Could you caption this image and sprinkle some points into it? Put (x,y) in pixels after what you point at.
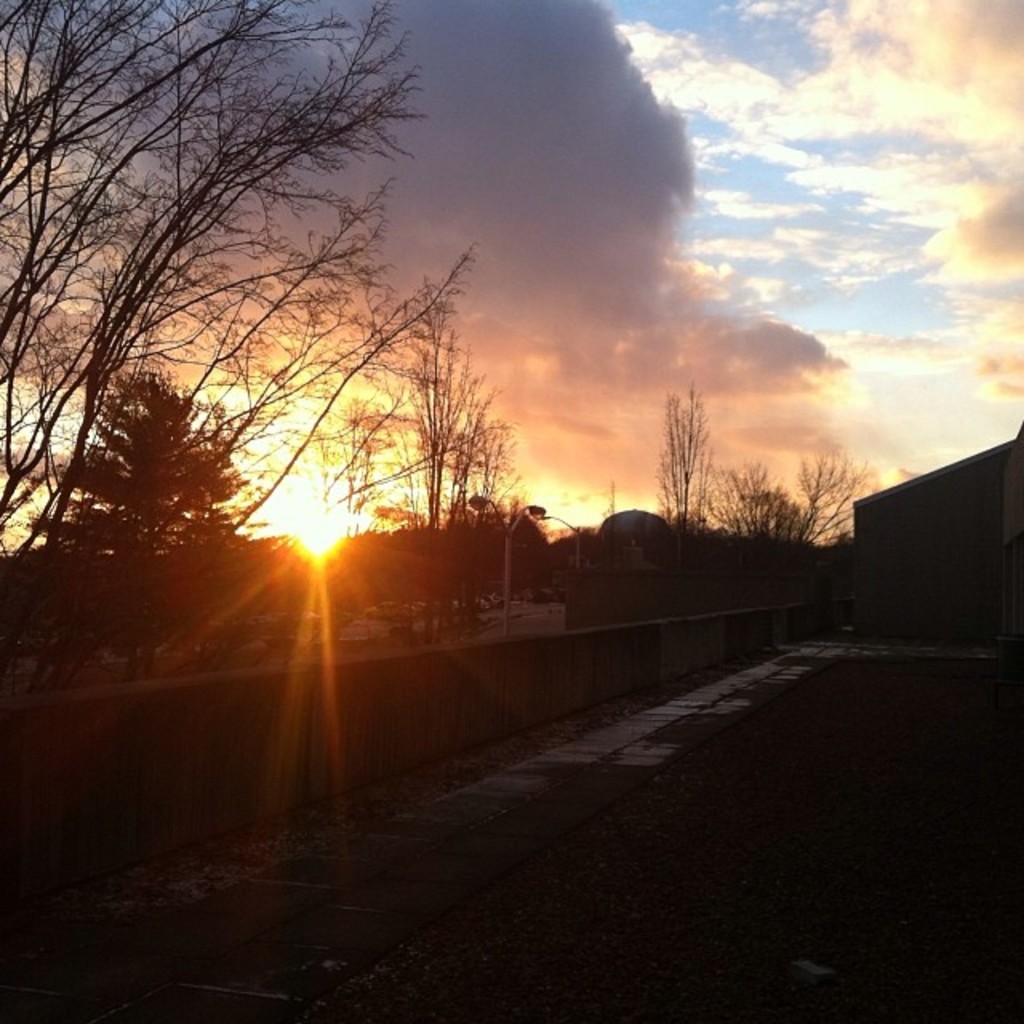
In this image I can see in the middle (475,455) it looks like a street light pole (526,513) and there are trees (718,547), at the top (587,319) it is the cloudy sky (639,354).
